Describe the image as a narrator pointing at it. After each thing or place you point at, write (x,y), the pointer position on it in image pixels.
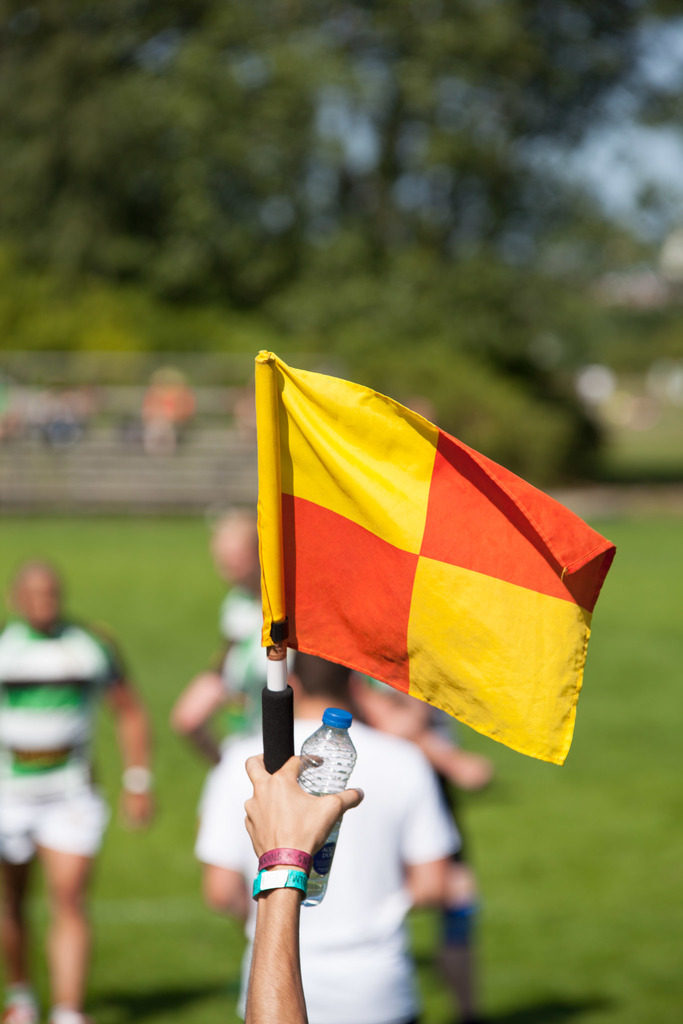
In the middle (278,445) there is a person hand (299,818) holding a flag (278,688) and a bottle (321,771) in their hand (327,799). To the left side (121,730) there is a man (68,774) with white and green t-shirt (46,699) is walking. In the background (397,782) there are some people (389,758) standing and there are trees (416,216).
